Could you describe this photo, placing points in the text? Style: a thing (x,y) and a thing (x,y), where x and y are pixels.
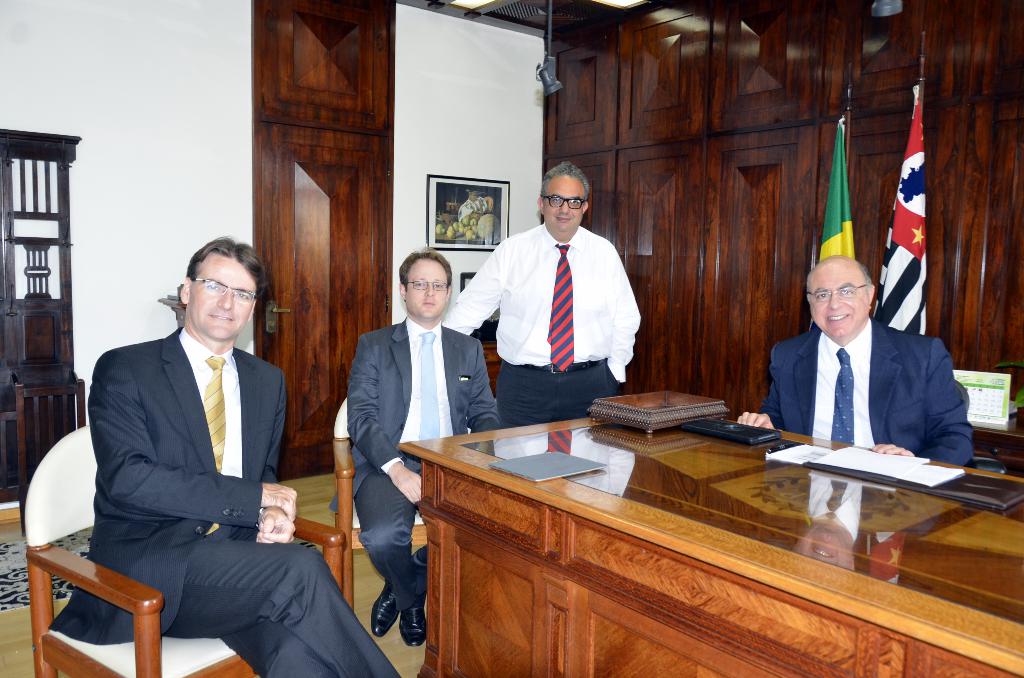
In this picture we can see four men (824,286) where three (242,352) are sitting on chair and one (542,341) is standing and in front of them there is table (992,574) and on table (601,511) we can see papers (874,464), files (760,439), tray (625,400) and at back of them two flags (907,258), calendar (997,409), wall (690,211), frame (502,206).
